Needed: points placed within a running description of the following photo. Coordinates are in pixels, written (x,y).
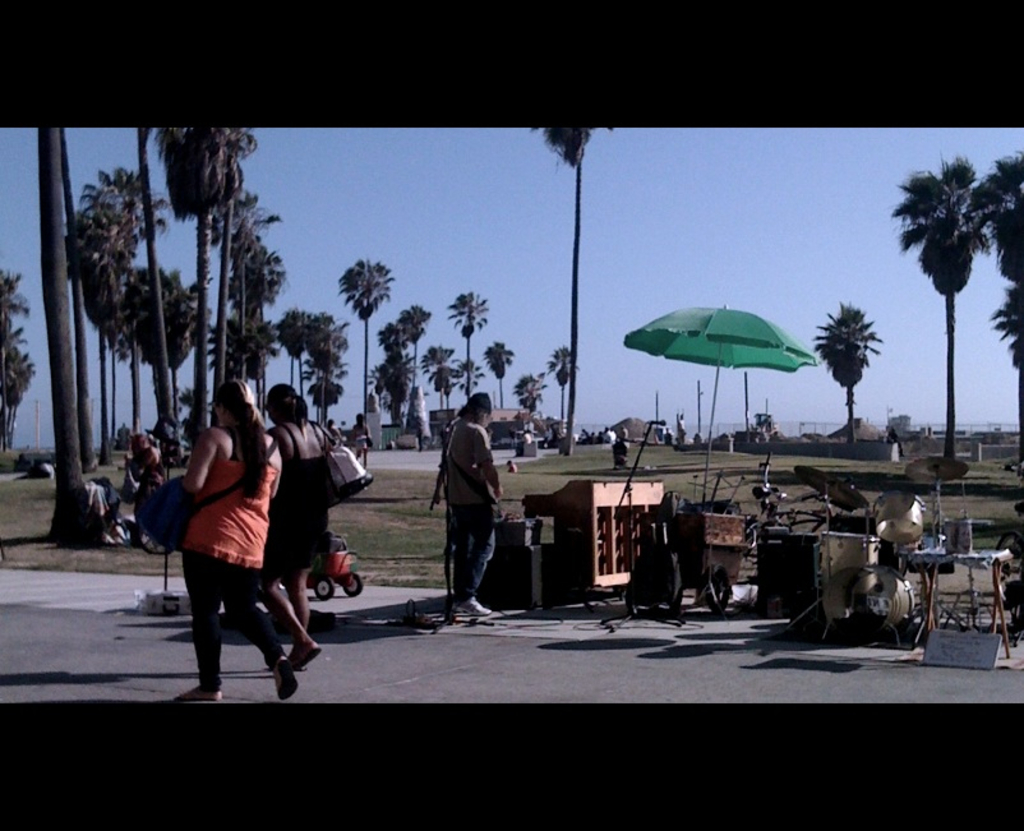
In this image, we can see few people (156,479). Few are walking on the road (431,672). Right side of the image (900,605), we can see musical instruments (558,516), stands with mics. Here we can see some vehicle (337,577). Background (745,349) there are so many trees (852,360), umbrella (777,354), huts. Top of the image (728,254), there is a sky (559,322).
